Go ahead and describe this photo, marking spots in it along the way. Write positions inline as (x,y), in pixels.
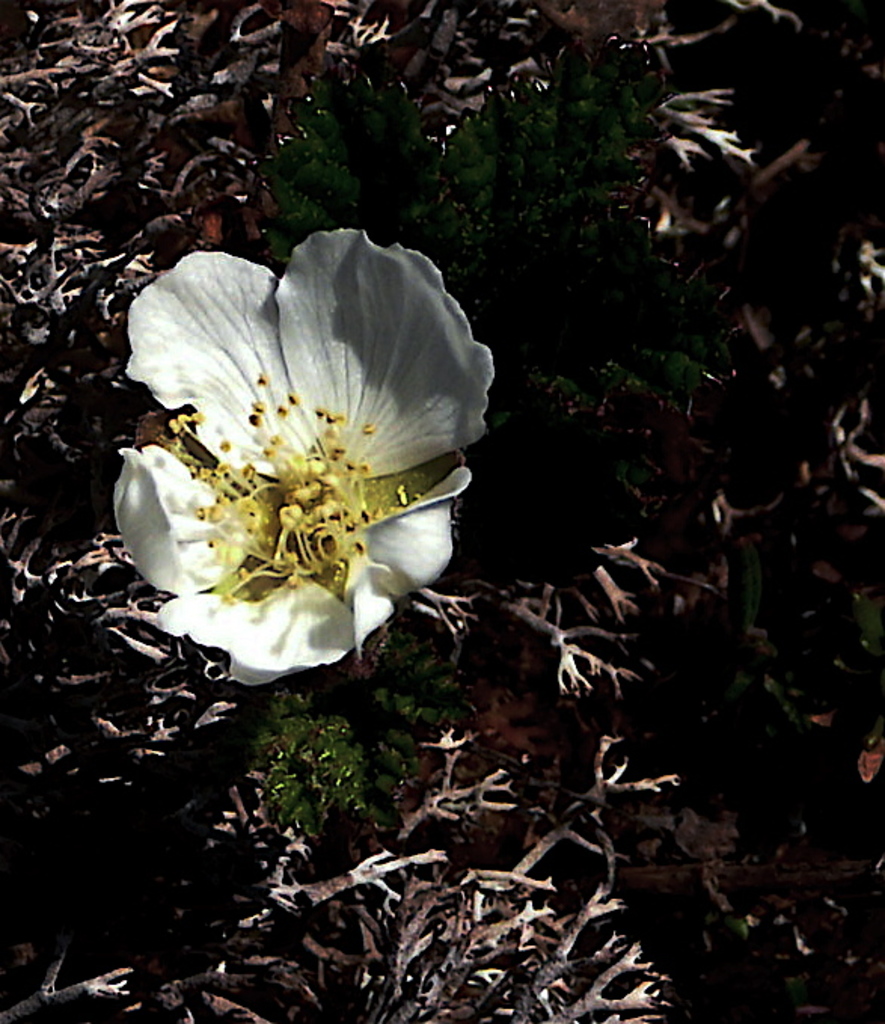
In this image I can see a white color flower (408,460), its plant (431,201) and other dried stems (112,106) and leaves (156,143).
